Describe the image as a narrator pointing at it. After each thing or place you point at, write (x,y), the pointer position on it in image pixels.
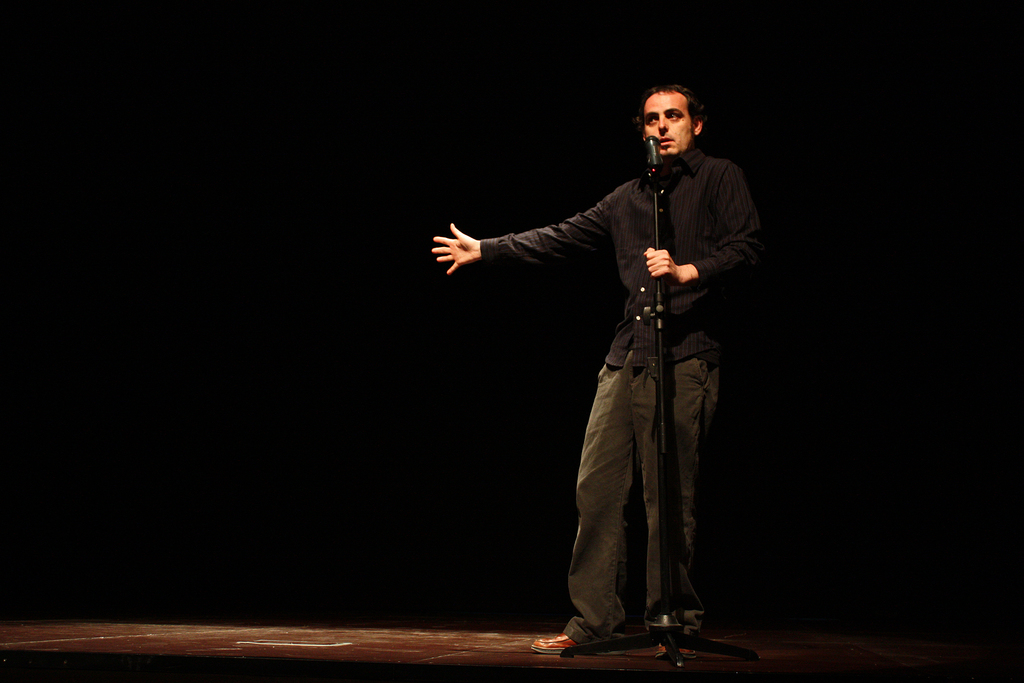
In this image I can see a person (684,248) wearing black color dress (697,280) is standing and holding a microphone (646,315) in his hands (685,272). I can see the black colored background.
